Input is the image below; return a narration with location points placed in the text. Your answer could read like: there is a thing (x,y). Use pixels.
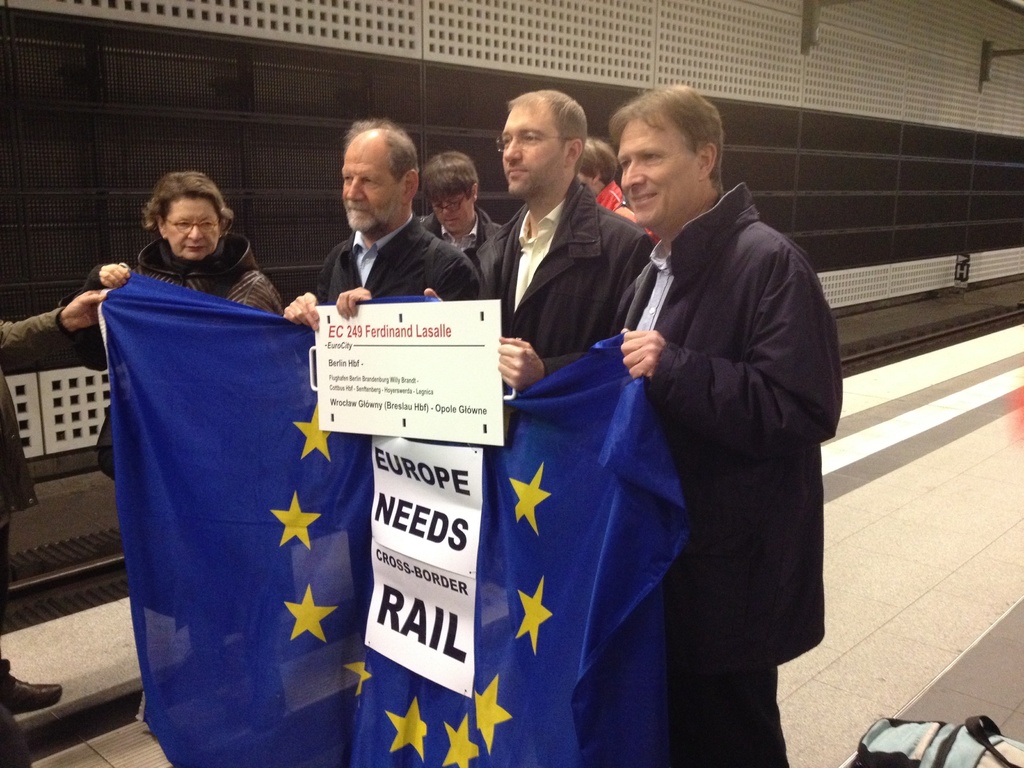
In this picture we can see a group of people (464,229) are standing on the path (820,677) and some people (625,340) are holding the board (365,350) and blue flag (329,564). Behind the people (472,285) there is a wall (739,102).
